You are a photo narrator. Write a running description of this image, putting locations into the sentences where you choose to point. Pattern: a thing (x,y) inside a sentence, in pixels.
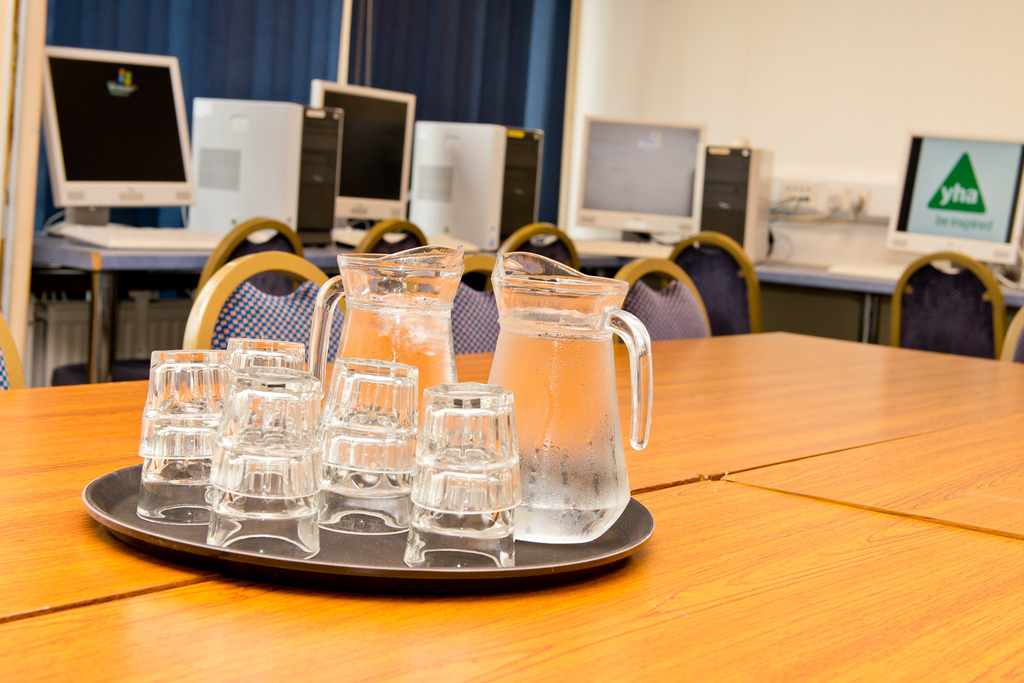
This image is clicked inside a room (6,121). There are tables (1007,458), on the tables (80,258) there are computers (472,204) and there are so many chairs (705,301). In the middle (369,295) there is a plate (352,571) in that there are glasses (387,453) and jars (540,466). There is a window blind (426,118) on the top (121,35) which is in blue color.
